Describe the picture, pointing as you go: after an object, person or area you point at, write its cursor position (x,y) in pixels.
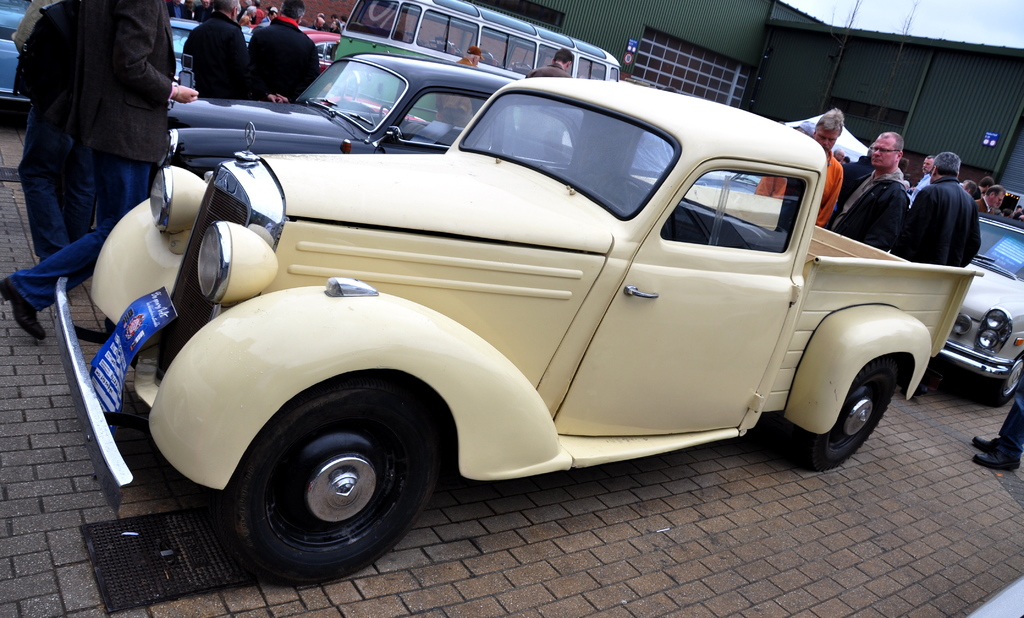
Here we can see vehicles (871,317) and persons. In the background (619,23) there is a shed (886,88) and this is sky (950,31).
